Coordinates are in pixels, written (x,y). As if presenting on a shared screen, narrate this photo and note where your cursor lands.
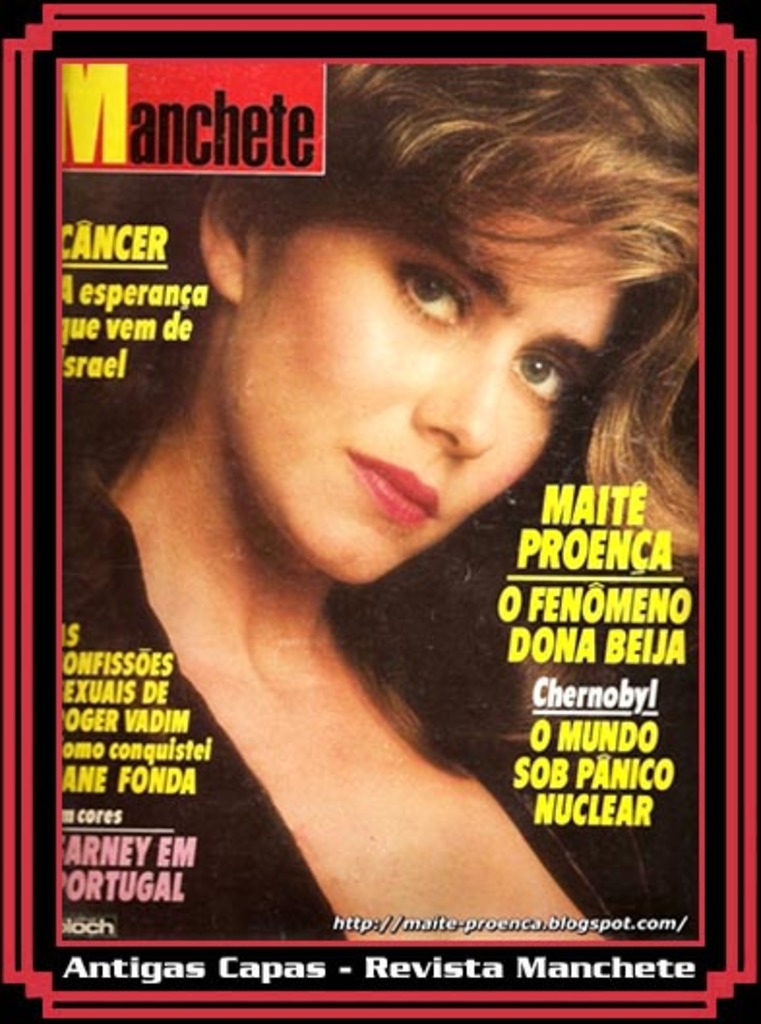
In this picture, it looks like a poster (265,607) of a woman (364,575). On the poster (303,632), it is written something.
